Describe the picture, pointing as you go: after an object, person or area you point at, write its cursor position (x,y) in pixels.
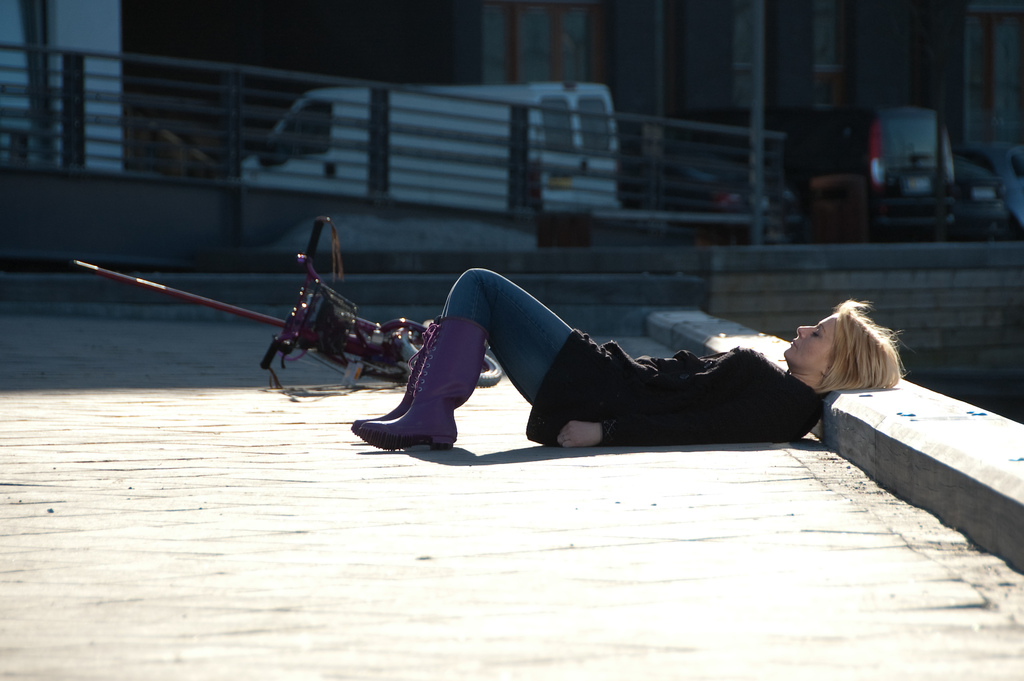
This is the woman (621,383) laying on the ground (385,384). I can see a bicycle (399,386). I think these are the vehicles (973,158). I think these are the iron grilles (526,177).
